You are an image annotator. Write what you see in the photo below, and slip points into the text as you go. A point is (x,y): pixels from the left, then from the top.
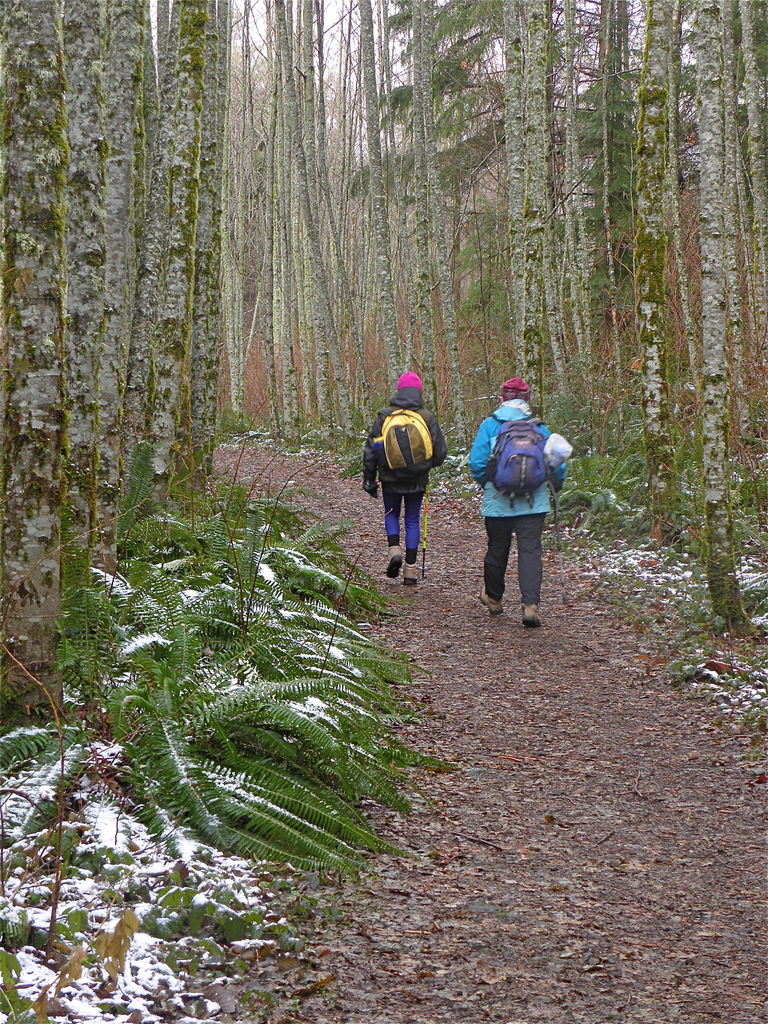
In this image we can see two persons (392,489) wearing the bags (390,441) and holding the sticks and walking on the ground (461,687). We can also see the plants (206,638), snow (152,881) and also the trees (392,190).
